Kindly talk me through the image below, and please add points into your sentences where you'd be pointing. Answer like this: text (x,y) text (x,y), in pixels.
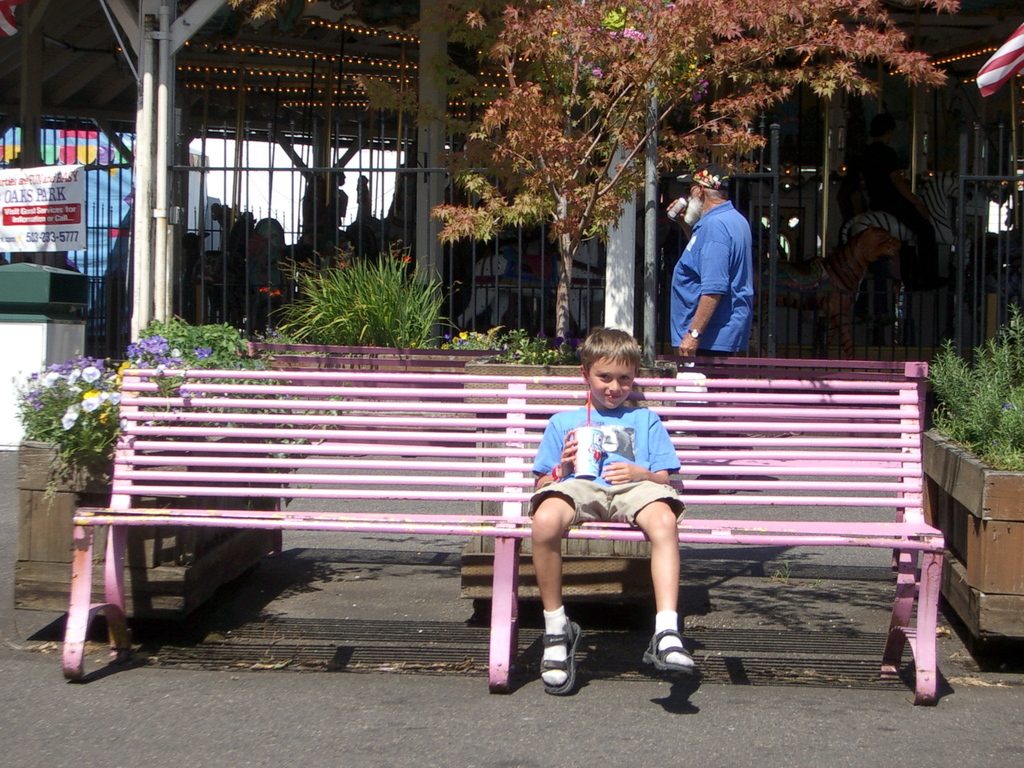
In this image I can see a boy (620,440) sitting on the bench (511,517), holding a glass (585,458) in his hand (571,449). In the background (682,252) there is a man (722,253) is drinking some drink (671,208). In the background (726,51) I can see a tree (589,125) and also there is a shed (237,97). In that few people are sitting. On the left side of the image (33,194) there is a board (32,220). On the right side of the image (979,468) there is a wooden box (979,537) and one plant (1006,454).
